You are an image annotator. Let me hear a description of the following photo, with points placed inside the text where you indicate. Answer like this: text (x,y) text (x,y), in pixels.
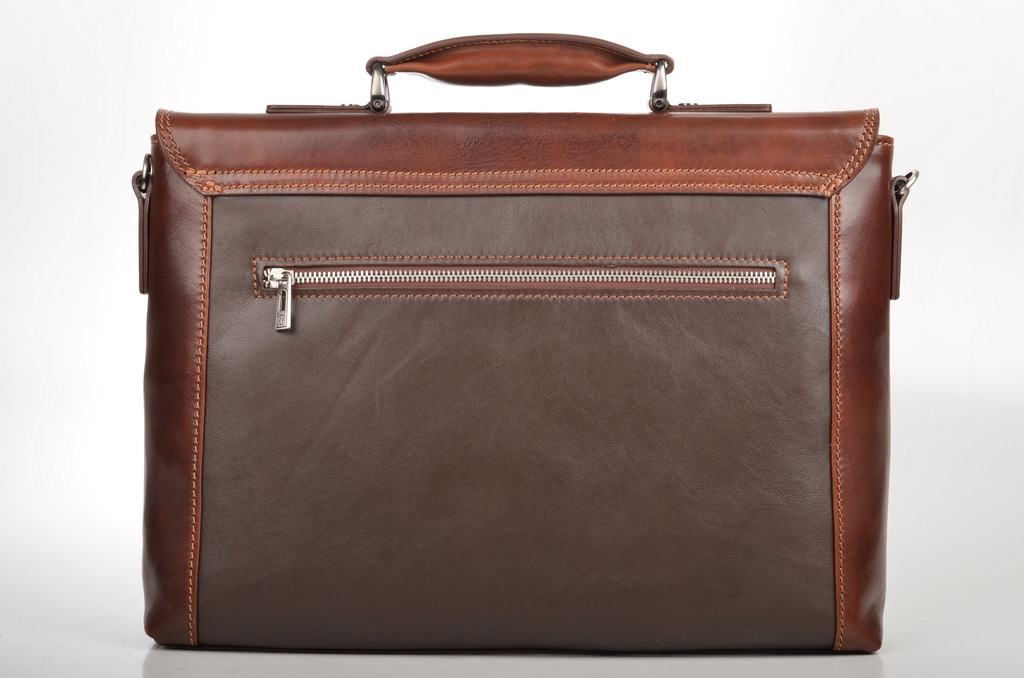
In this picture we can see a bag (540,346).
